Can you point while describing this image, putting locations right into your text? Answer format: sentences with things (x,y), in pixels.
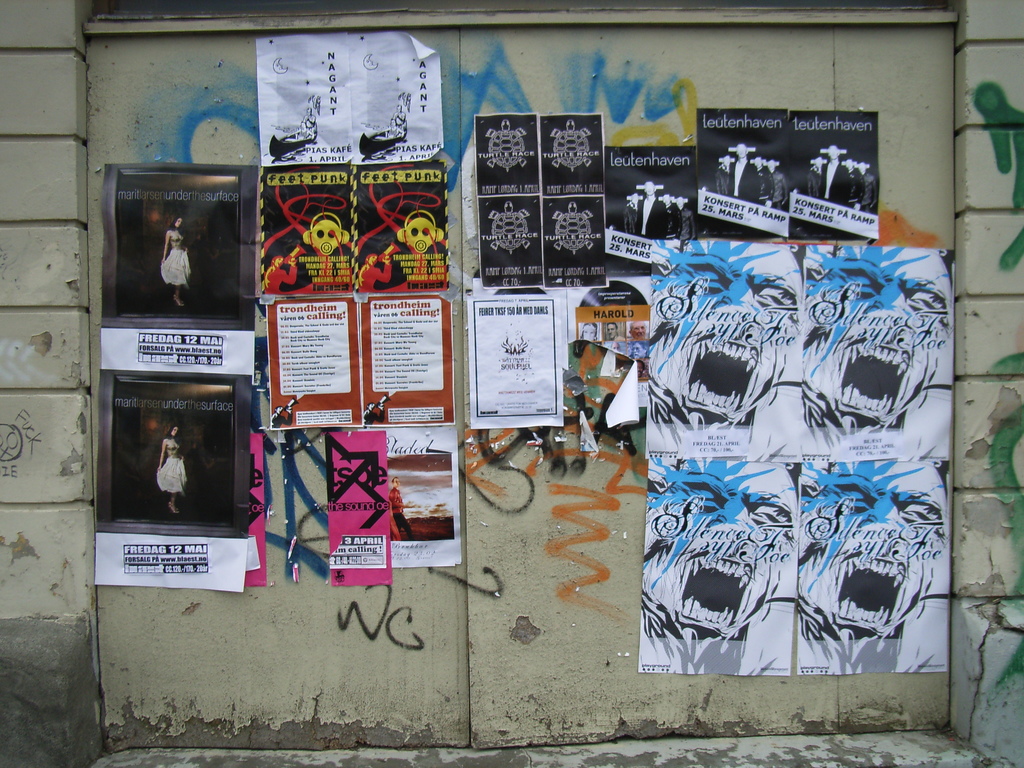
In this image, I can see the posters (386,388) and papers (528,173) attached to the door (486,668). This is the wall (995,113).
